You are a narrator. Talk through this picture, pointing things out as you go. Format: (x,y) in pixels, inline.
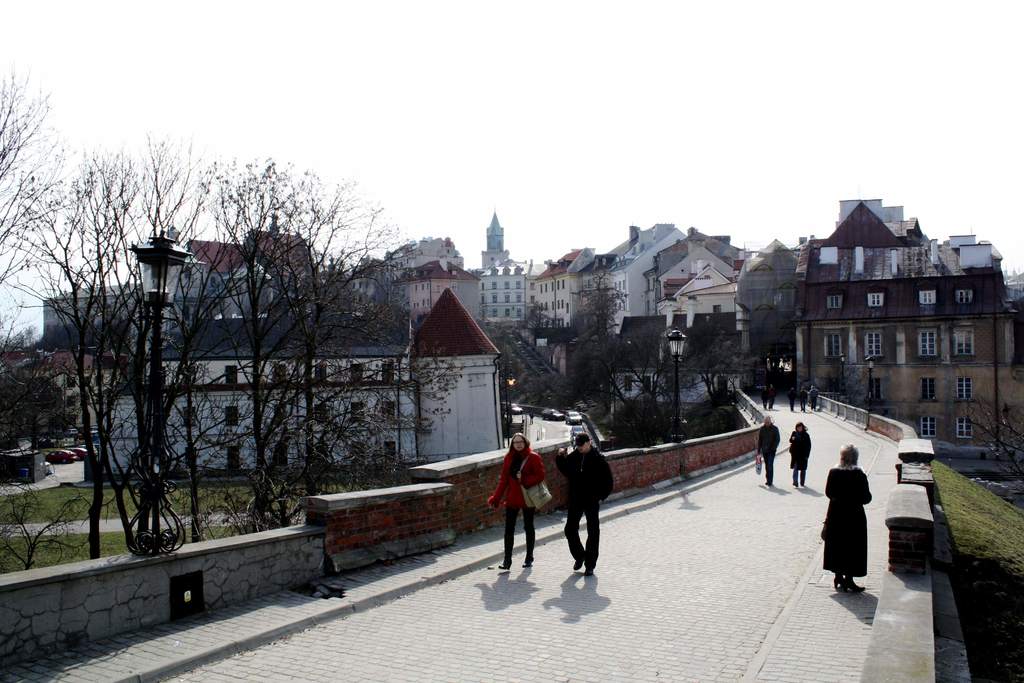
In the picture there are many houses (524,300) and buildings (559,320) and few people (840,490) are walking on a path (780,477) on the right side (794,392), around that path (676,668) there are many trees (720,349) and grass (65,544).
